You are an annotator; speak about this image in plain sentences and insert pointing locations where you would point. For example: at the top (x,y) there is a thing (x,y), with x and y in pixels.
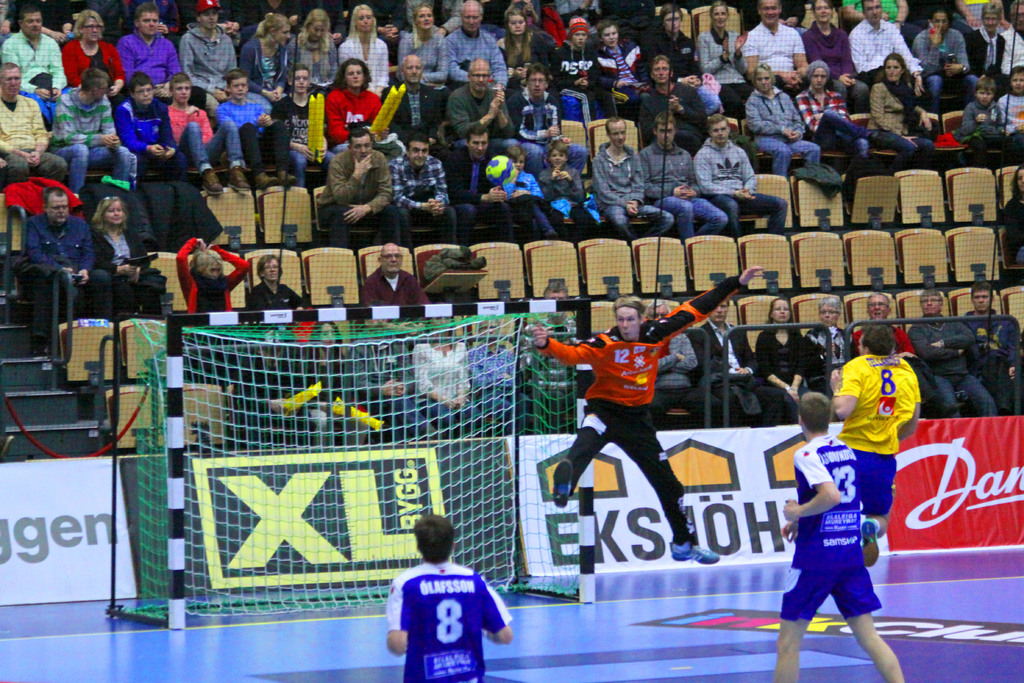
In the center of the image (655,335) we can see persons (649,390) playing on the ground (579,631). In the background (552,560) we can see net (291,469), chairs (292,271), stairs (37,397) and persons (483,179).
